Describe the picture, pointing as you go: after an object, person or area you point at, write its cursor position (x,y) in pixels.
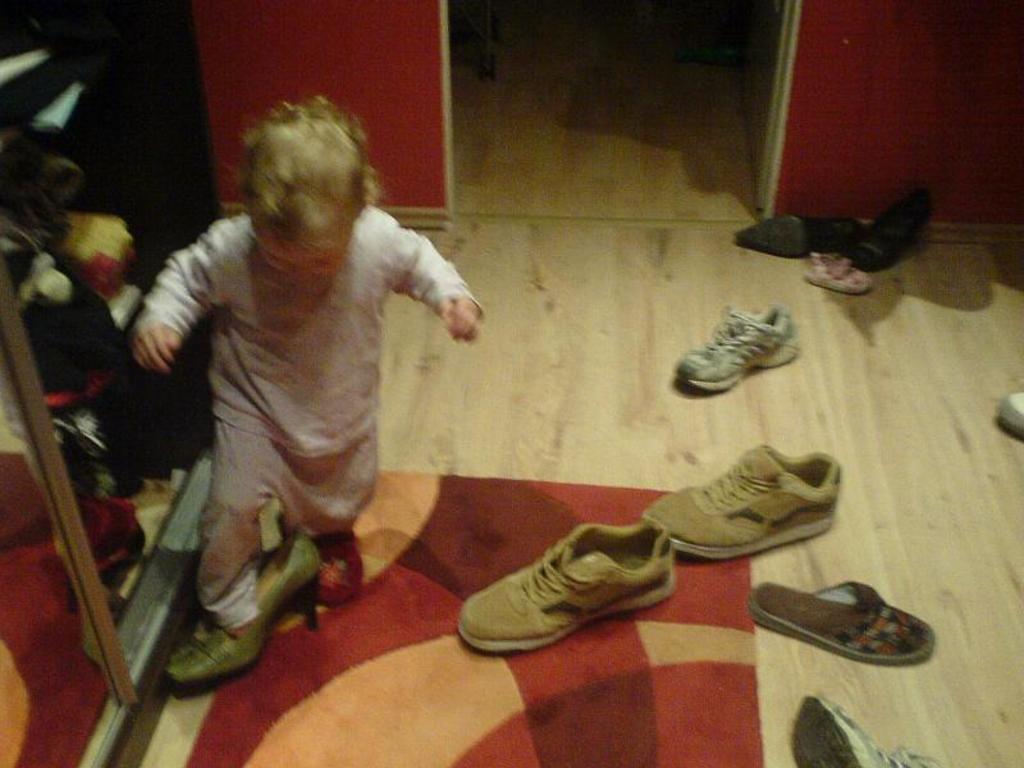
In this picture there is a small girl (308,358) on the left side of the image (237,252) and there are footwear (743,508) and a rug (722,630) on the floor (689,350), it seems to be there are cupboards (13,339) on the left side of the image (21,138).
